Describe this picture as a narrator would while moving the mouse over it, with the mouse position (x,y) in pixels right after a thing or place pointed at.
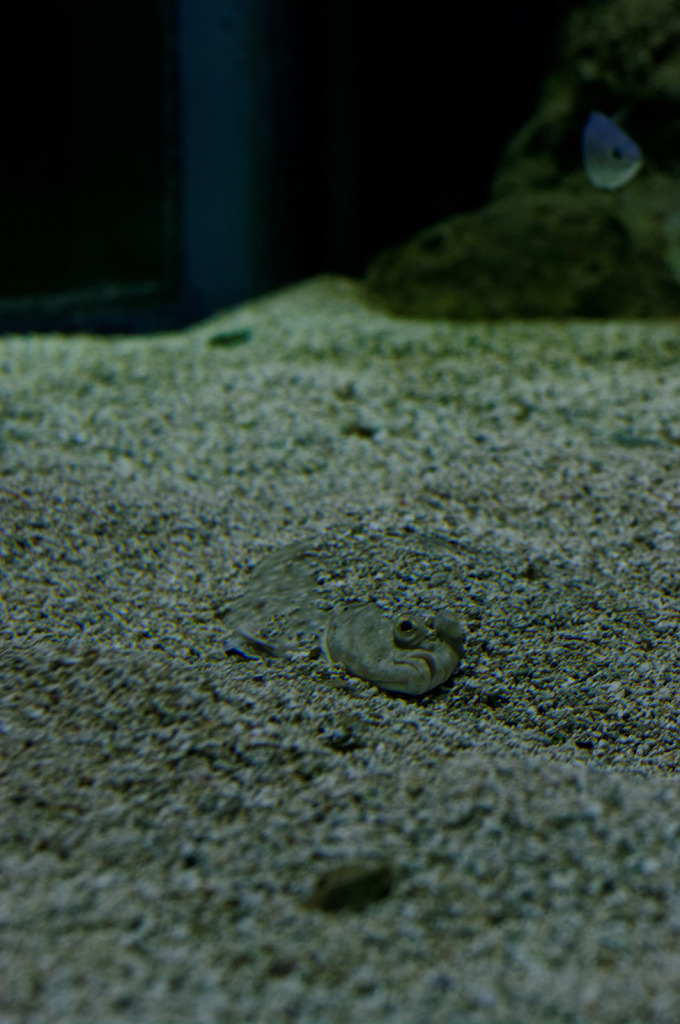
In this picture I can observe sand (511,574). In the middle of the picture (355,644) there is a fish (386,649). The background is blurred.
